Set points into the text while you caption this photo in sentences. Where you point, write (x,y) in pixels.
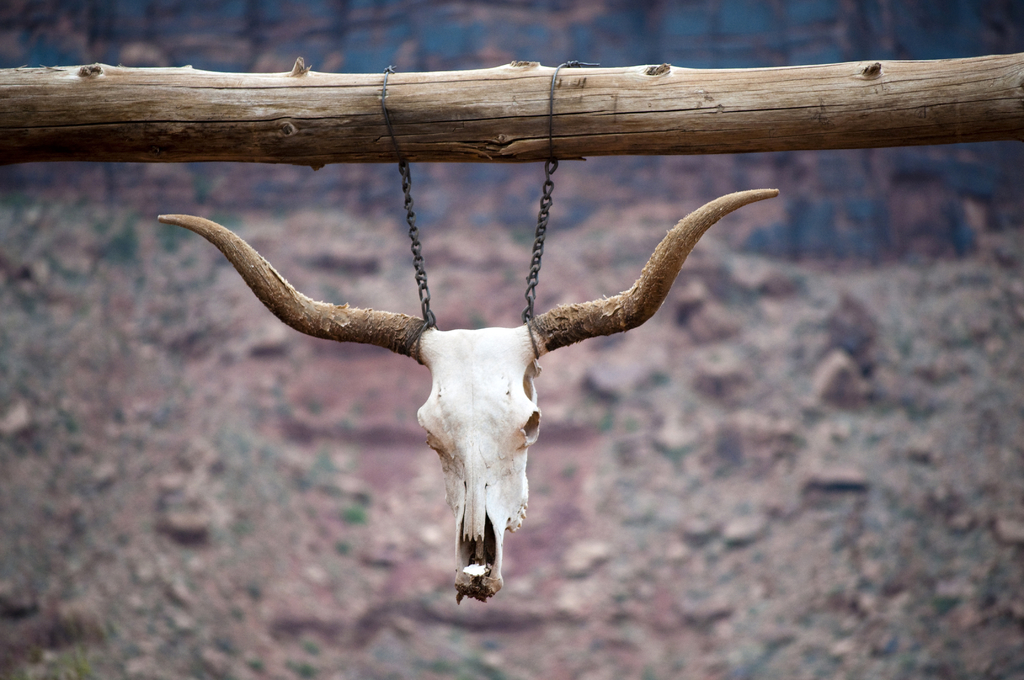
In this image in front (674,272) there is a skull (474,333) of an animal (682,256) which is hanged to the wooden log (435,130). At the bottom of the image (596,577) there are stones (851,462).
